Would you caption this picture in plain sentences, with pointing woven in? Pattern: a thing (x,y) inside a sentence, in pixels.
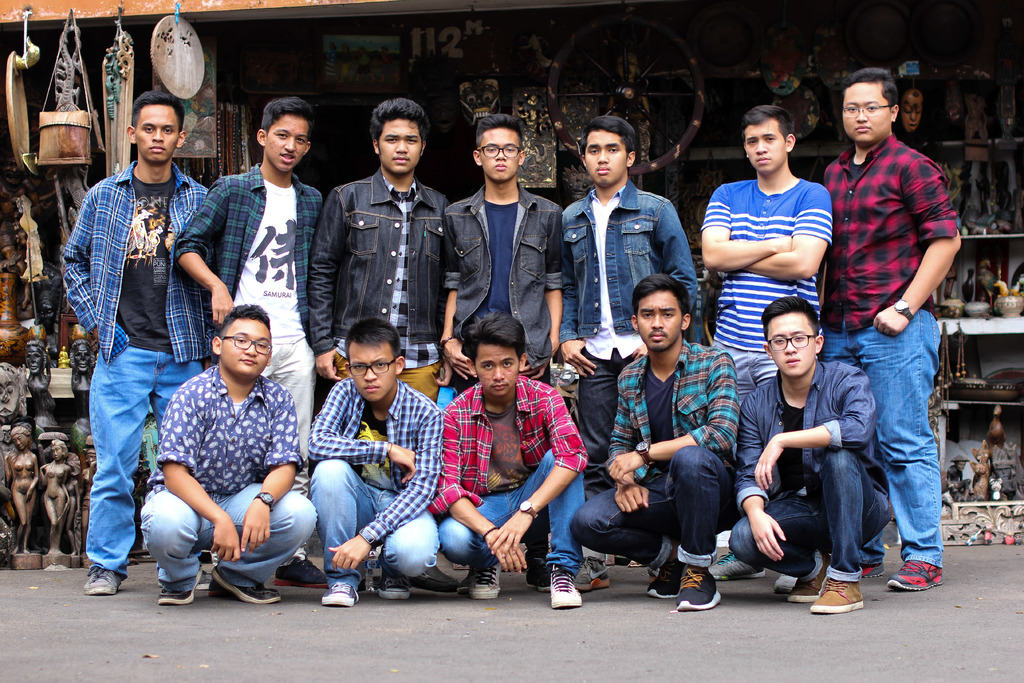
In the center of the image (349,307) we can see boys (540,325) standing and some of them are sitting. At the bottom (571,625) there is a road (589,625). In the background (633,92) we can see a store (824,116) of statues (21,522) and sculptures (64,496).
